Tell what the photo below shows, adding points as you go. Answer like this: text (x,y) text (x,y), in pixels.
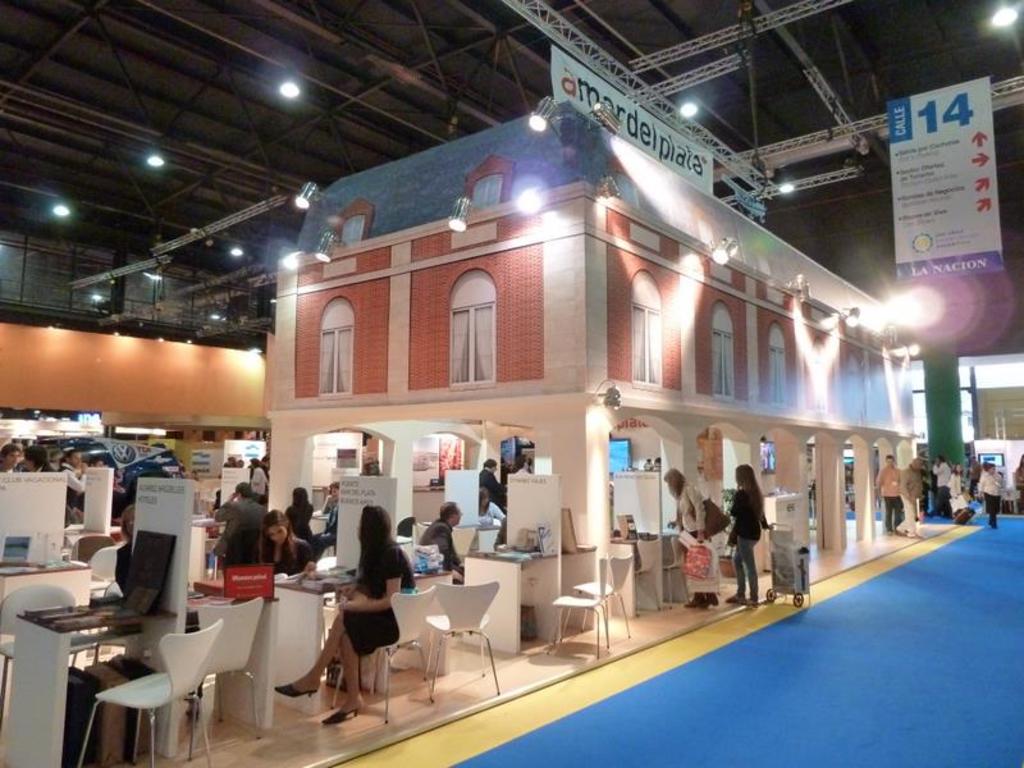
The picture consists of tables (33,641), desks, people (756,530), building (521,334), lights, banners (983,127), bags (709,557) and other objects (358,541). At the top (352,76) there are lights (607,111) and banners (586,83) to the ceiling (407,71).
